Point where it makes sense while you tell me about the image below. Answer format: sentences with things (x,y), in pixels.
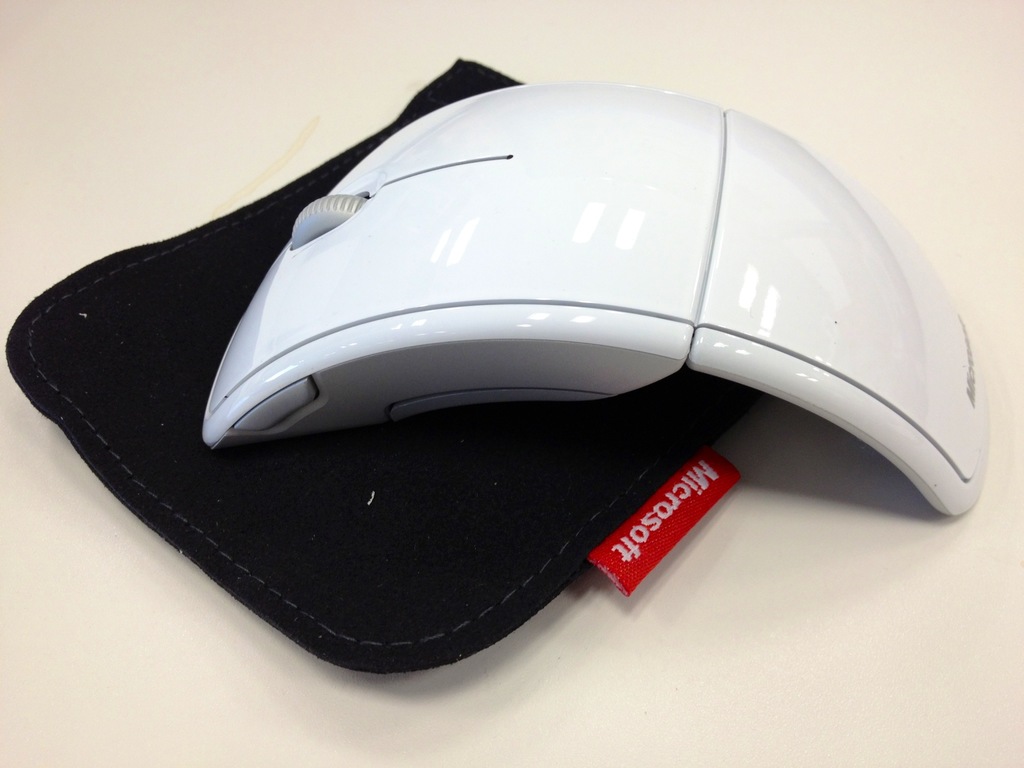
In this picture we can see a white mouse (415,263) on the black mouse pad (318,501) and to the mousepad (447,508) there is a label (613,543). The mouse pad (381,551) is on an object (952,747).
